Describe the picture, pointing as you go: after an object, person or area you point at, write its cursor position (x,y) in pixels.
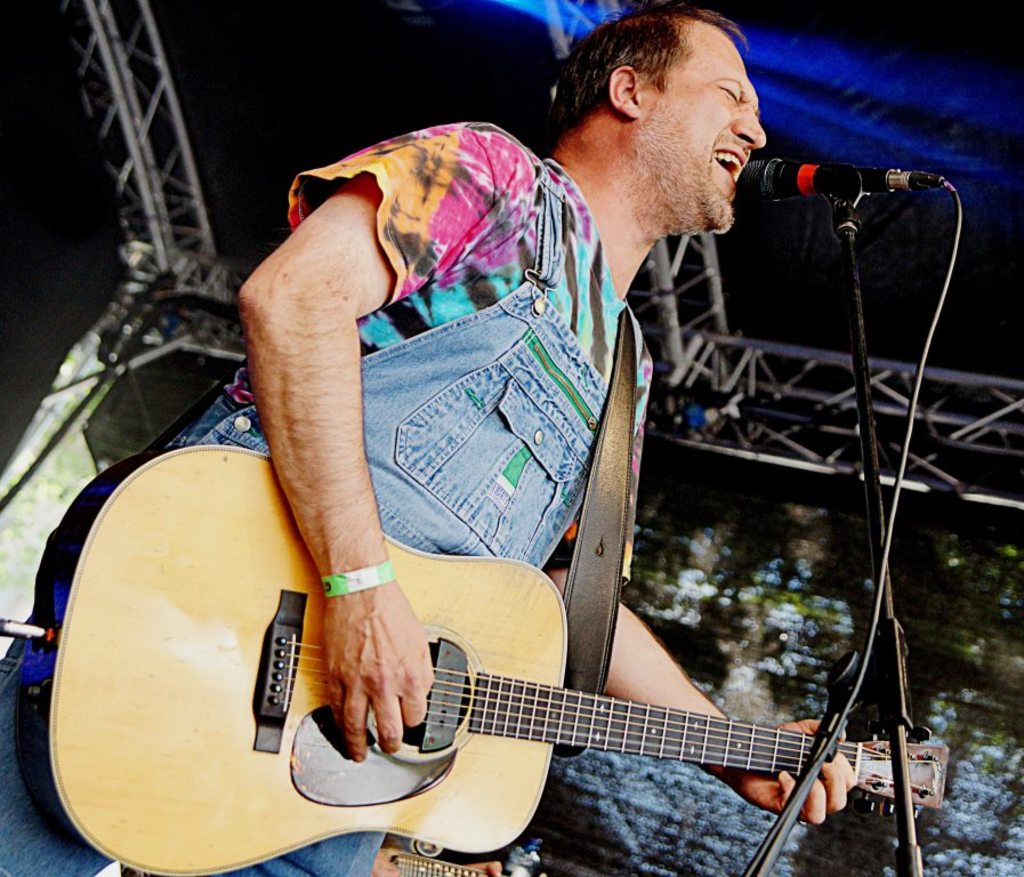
Here we can see a man (440,507) playing a guitar (406,727) and singing a song with microphone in front of him.
